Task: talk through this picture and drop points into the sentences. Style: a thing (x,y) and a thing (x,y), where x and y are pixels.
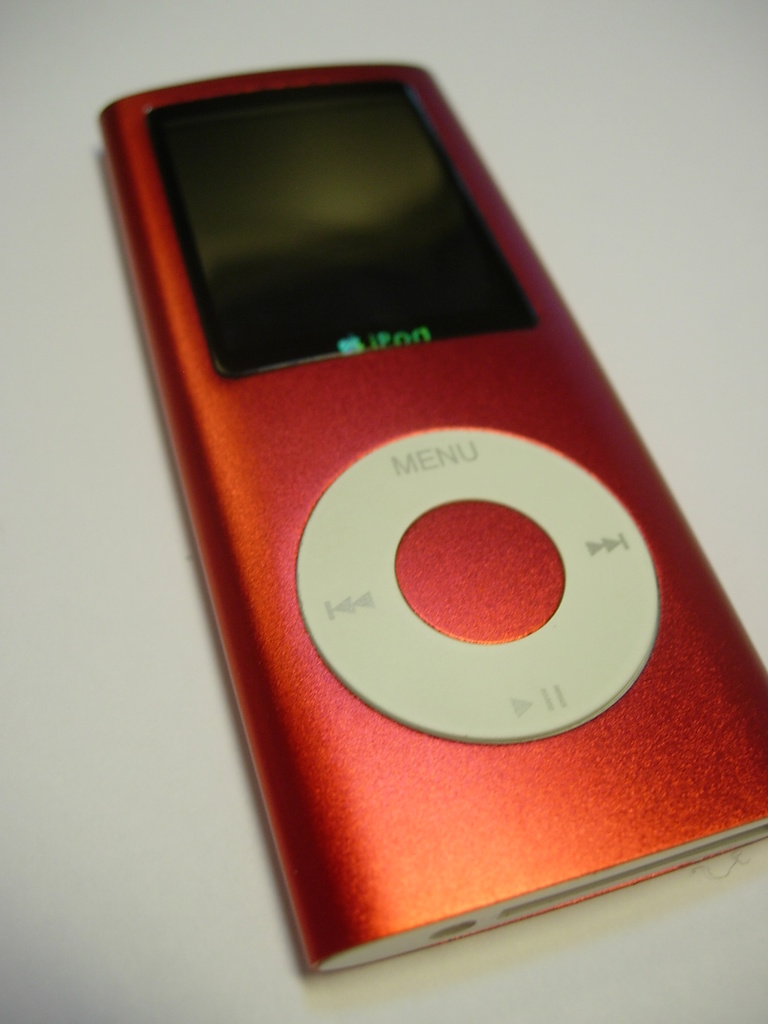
In this image I can see a red colour music player (324,453) on the white colour surface (224,973). I can also see something is written on it.
